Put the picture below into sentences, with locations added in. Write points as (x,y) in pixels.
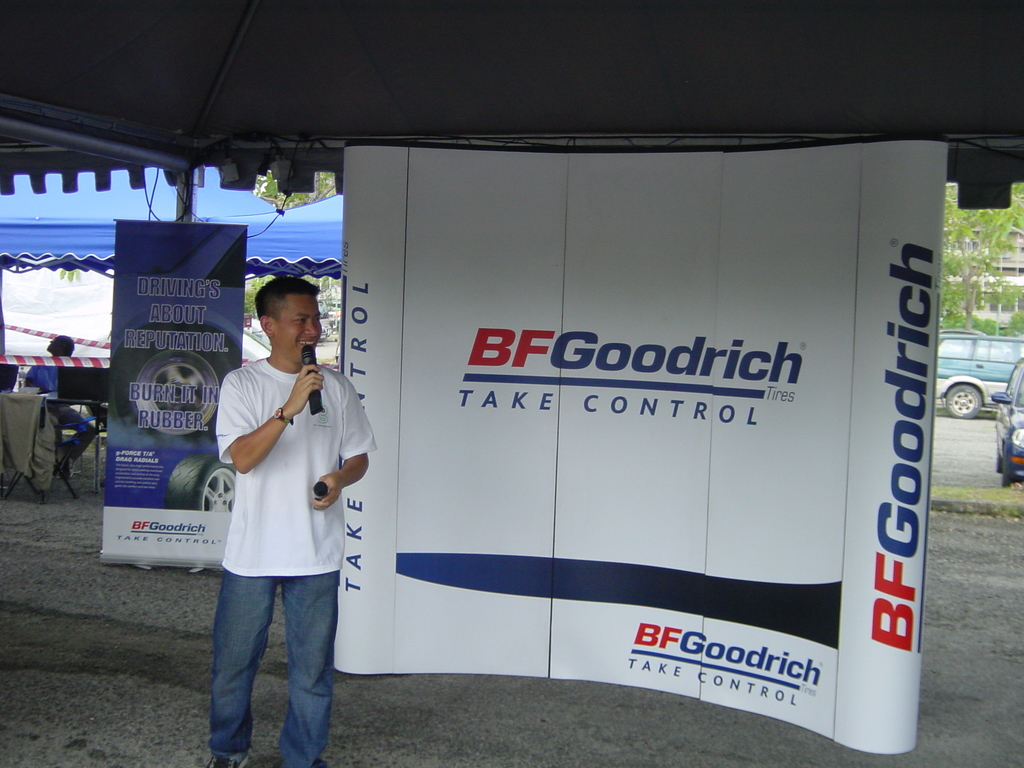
In the center of the image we can see person (243,589) standing and holding mic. In the background (888,420) we can see advertisement (488,308), tents (40,291), person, vehicles (952,364), trees (958,289), and building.
